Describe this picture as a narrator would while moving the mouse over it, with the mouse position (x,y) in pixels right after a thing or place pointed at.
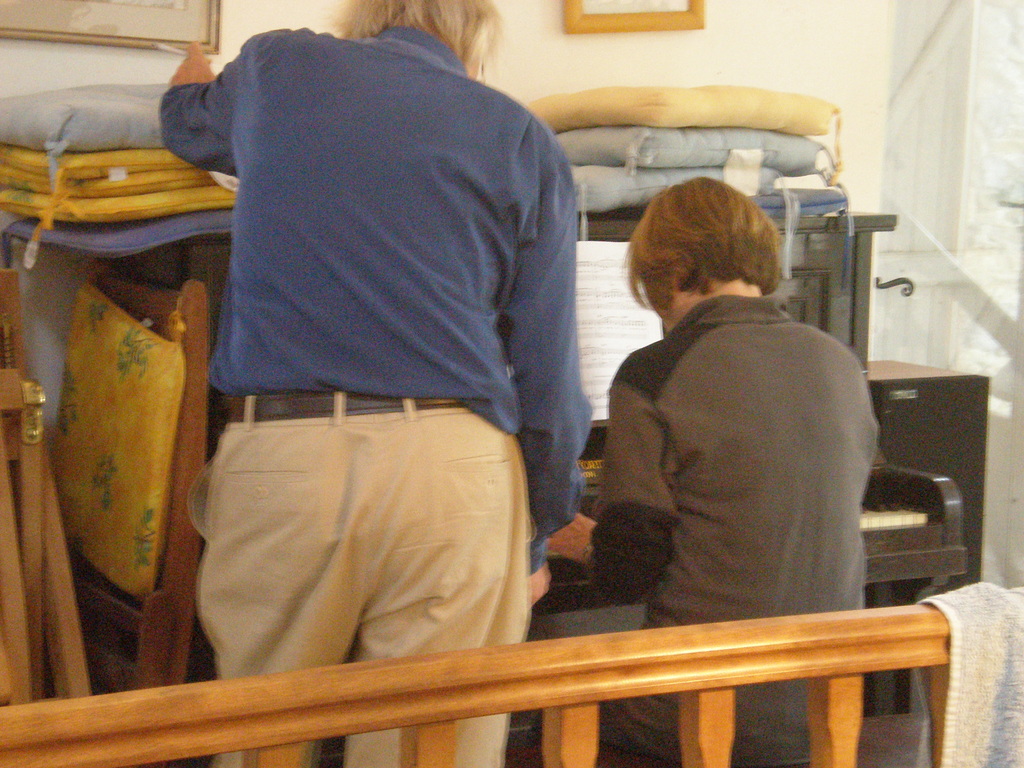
In this image we can see a person (461,315) standing and the other person (696,532) sitting on the chair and playing a musical instrument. In front of them, we can see a paper (616,313), table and pillows (139,345). Left side (65,664), we can see the chairs (189,368). And we can see a railing (691,718) with a cloth (962,667). In the background (718,44), we can see the wall (674,47) with photo frames (126,9) and door (969,143).
